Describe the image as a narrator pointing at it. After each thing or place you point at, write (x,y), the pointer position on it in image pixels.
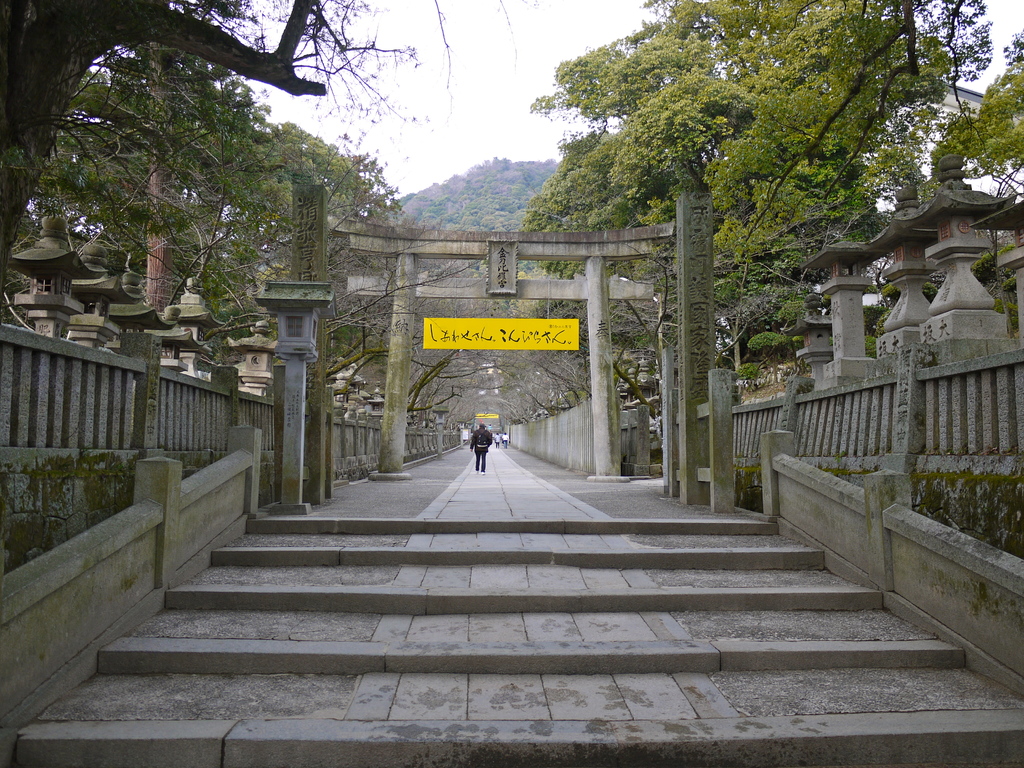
In this image we can see some people (483,470) walking on the pathway (485,515) under an arch (433,287). We can also see some stairs (543,641), a concrete grill (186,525), a board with some text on it, a group of trees (465,379), the bark (89,44) of a tree (83,106) and the sky (467,91) which looks cloudy.
